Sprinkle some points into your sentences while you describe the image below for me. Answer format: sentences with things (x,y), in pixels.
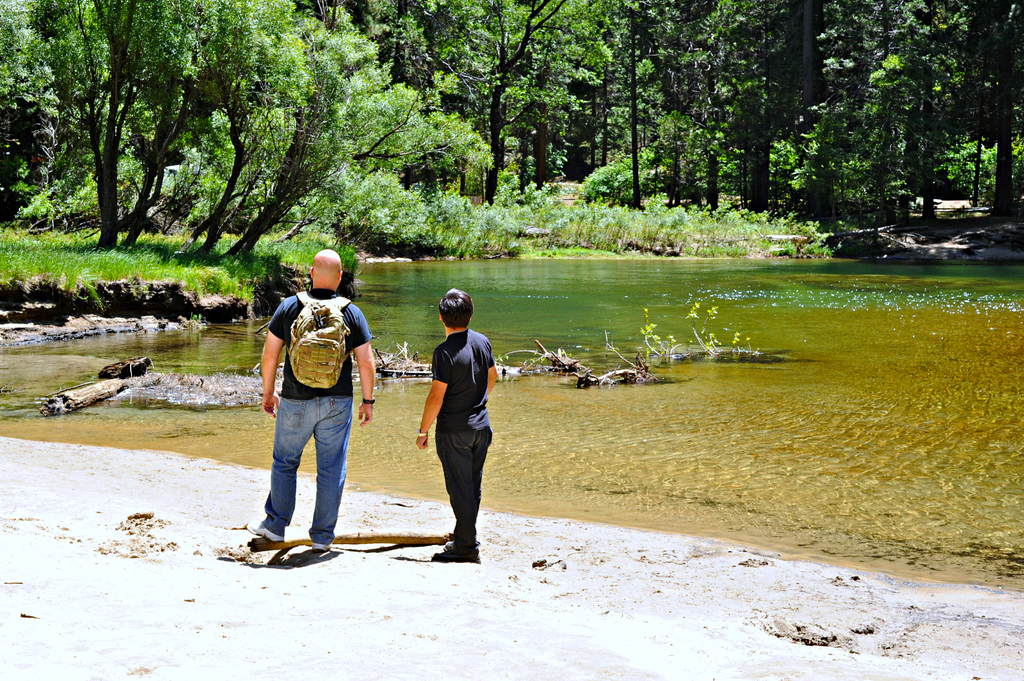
It is a river bank (643,590), on the bank (594,586) there are two men (324,405) standing, the first man (289,482) is wearing a bag (331,344), in the background (210,269) there is a grass (172,235) and lot of trees (678,171).
